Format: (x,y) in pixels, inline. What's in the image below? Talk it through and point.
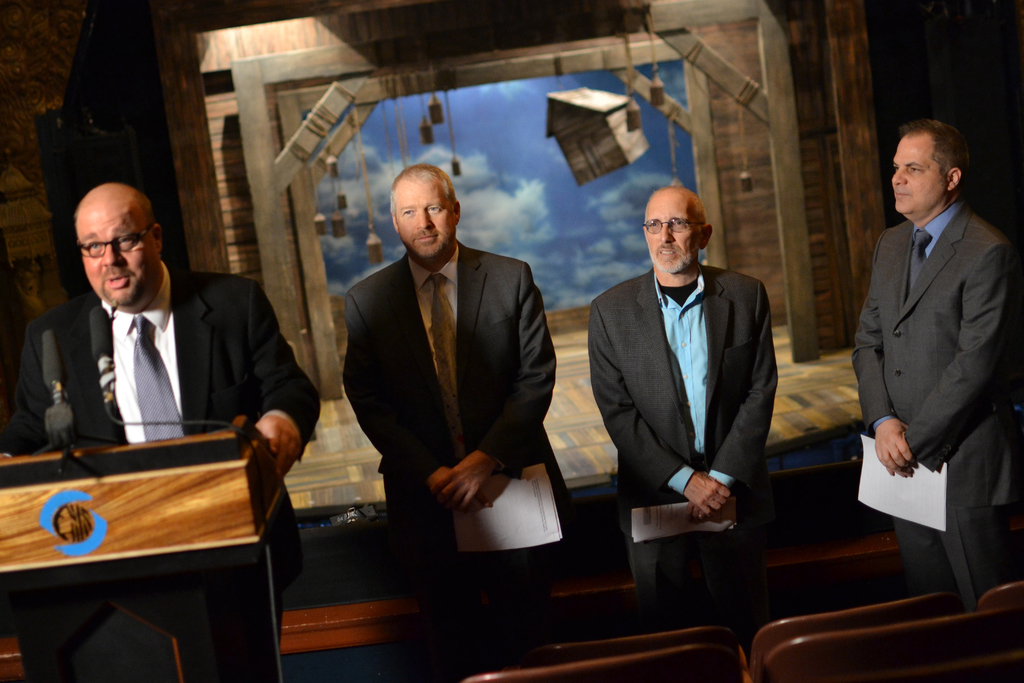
In this image, we can see people (115,313) wearing coats (946,297) and some are wearing glasses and holding papers (880,491) and we can see a podium (140,474) and a mic (113,423) and there are chairs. In the background (461,132), there is a frame (269,132) and we can see a wooden wall (812,169). At the bottom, there is a floor (560,399).
